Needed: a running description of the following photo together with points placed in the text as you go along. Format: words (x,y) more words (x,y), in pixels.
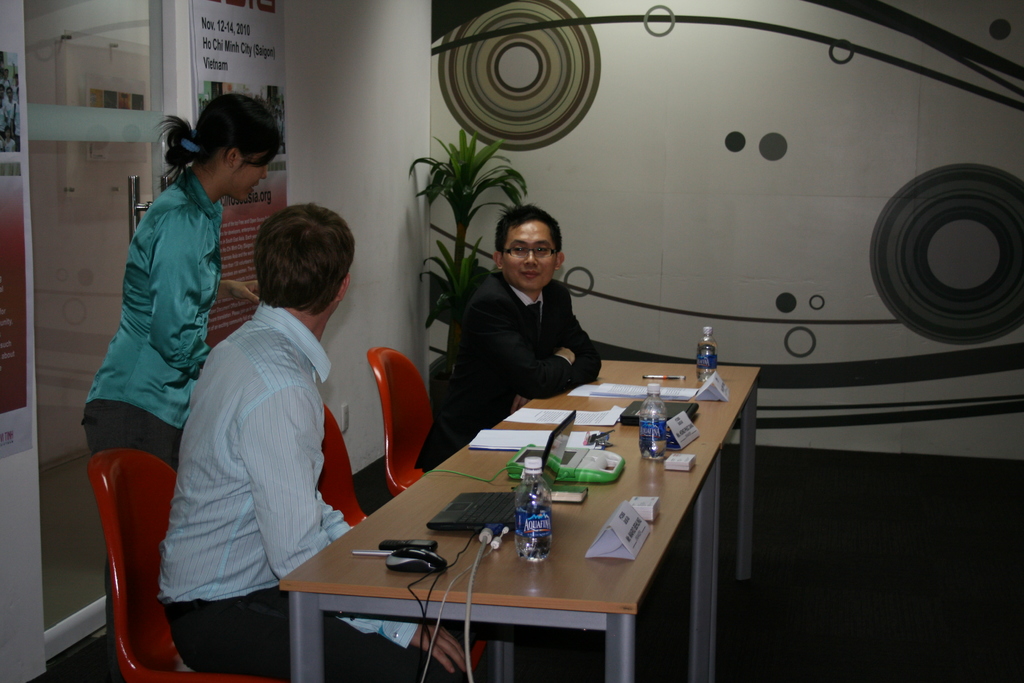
In this picture we can see three people (315,384), two are seated on the chair (324,434) and one person (217,181) is standing, in front of them we can find a laptop (492,508), couple of bottles (536,469), name board (622,529), mouse (424,550), mobile (424,550), papers (579,415) on the table (575,510), in the background (416,315) we can see a plant (474,179) and a wall (710,190).
